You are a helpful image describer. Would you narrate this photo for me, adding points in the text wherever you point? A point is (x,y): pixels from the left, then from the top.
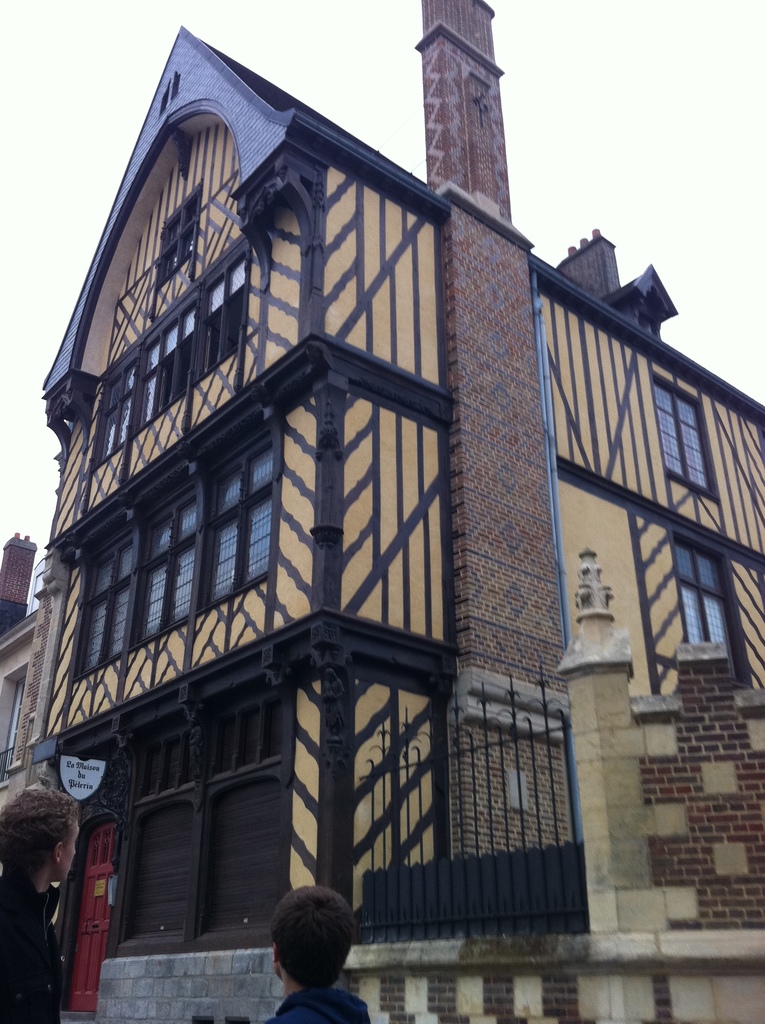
In this image we can see a building (665,544) and the sky (576,93) which looks cloudy. On the bottom of the image (292,1017) we can see two people (339,1015).
